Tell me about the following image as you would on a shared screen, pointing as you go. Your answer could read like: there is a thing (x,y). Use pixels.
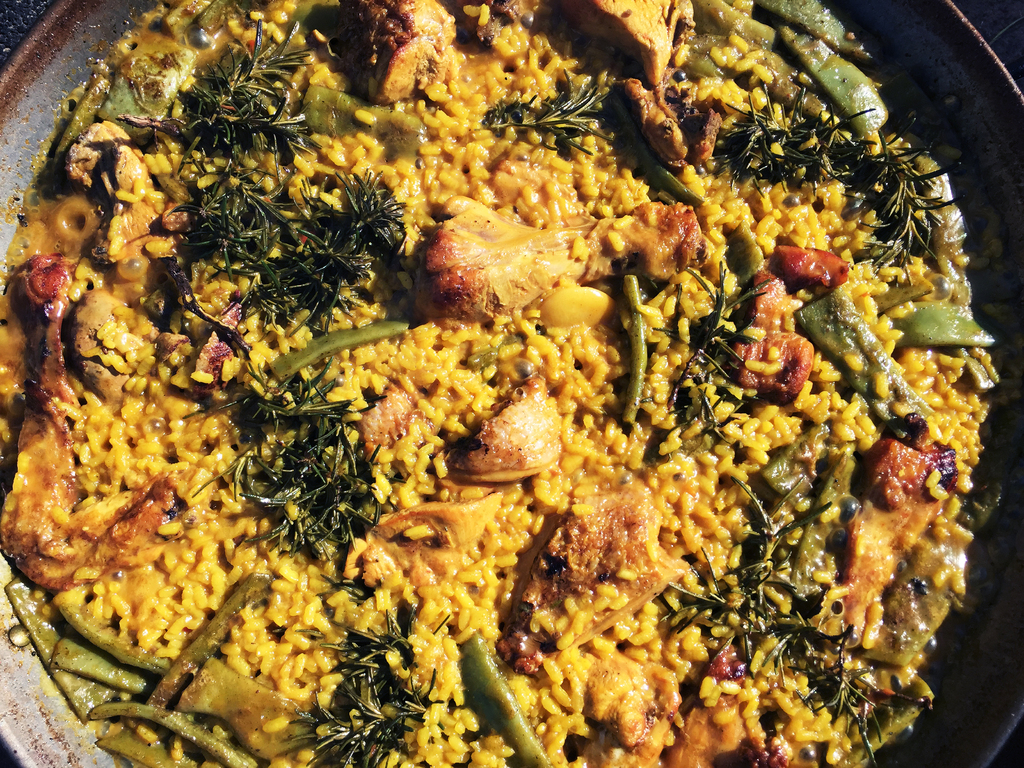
In this image there is bowl (845,173), in that bowl (650,234) there is a food item (668,234).
